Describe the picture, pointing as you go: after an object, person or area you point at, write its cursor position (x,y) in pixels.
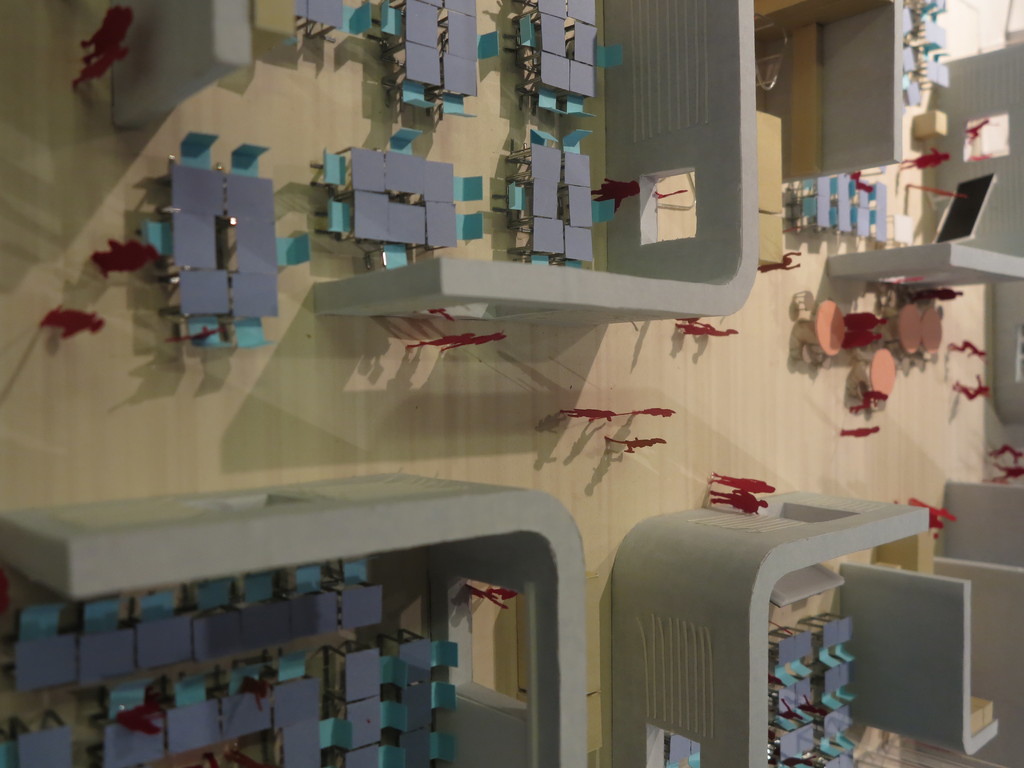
In this image there is a table (570,460) with miniature art (627,460) of a restaurant (279,431) and people (580,414) and tables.
